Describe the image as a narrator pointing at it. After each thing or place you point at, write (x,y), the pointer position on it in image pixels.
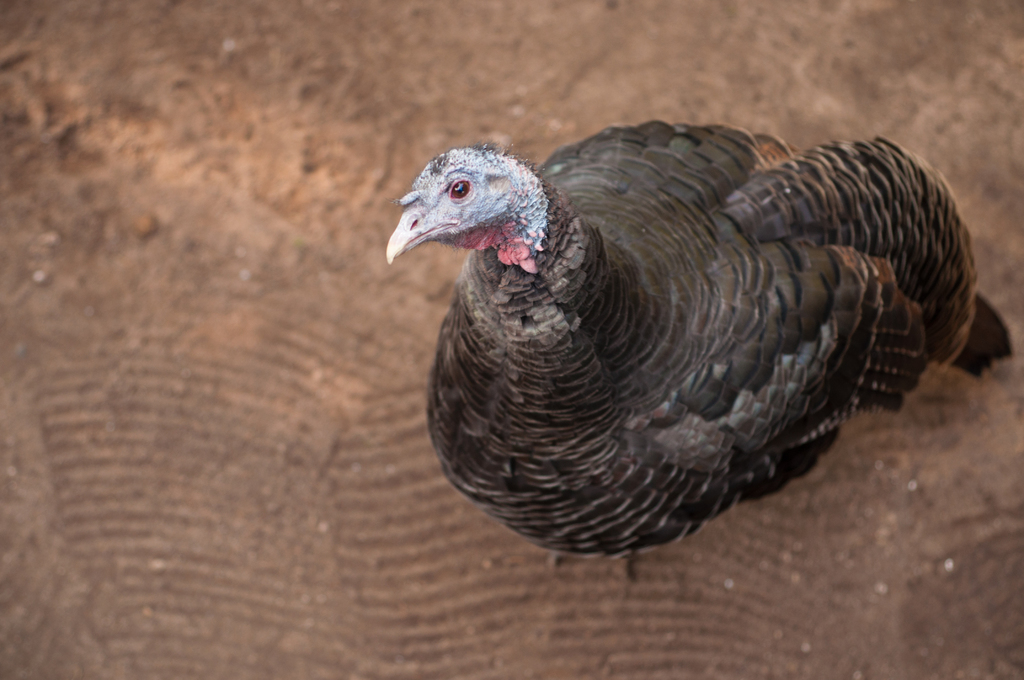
In the picture we can see a bird (569,320) which is in black color.
